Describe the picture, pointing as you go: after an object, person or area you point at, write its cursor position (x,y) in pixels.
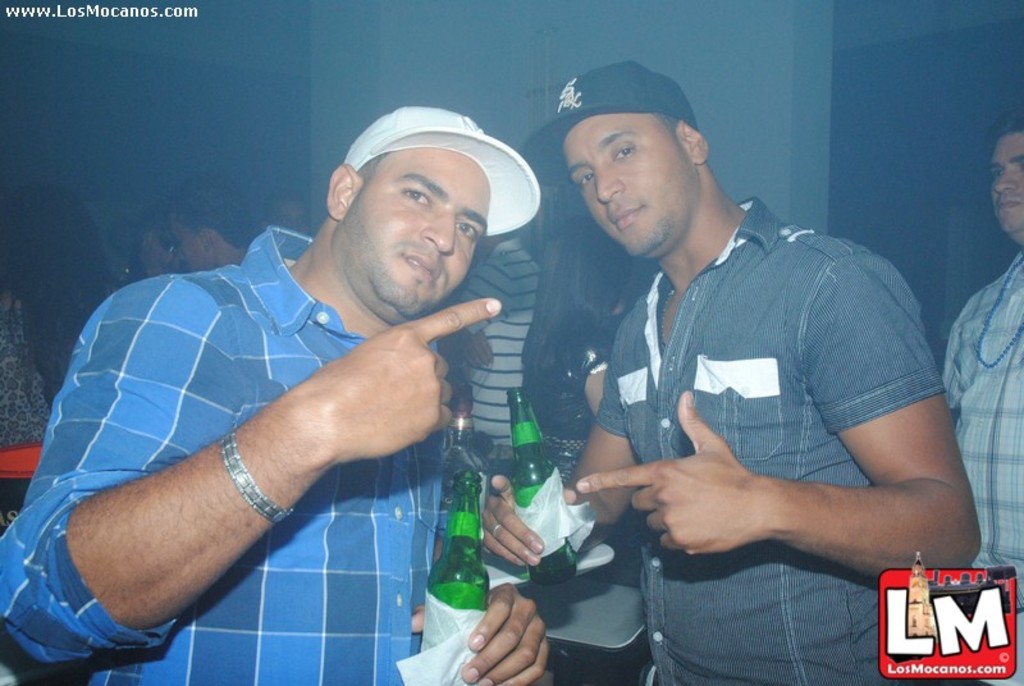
In front of the picture, we see two men (627,462) are standing. Both of them are holding the green color glass bottles (479,553) and tissue papers (564,515) in their hands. Both of them are posing for the photo. Behind them, we see the people (486,360) are standing. In the background (706,98), we see a white wall (416,86). This picture is clicked in the dark.
